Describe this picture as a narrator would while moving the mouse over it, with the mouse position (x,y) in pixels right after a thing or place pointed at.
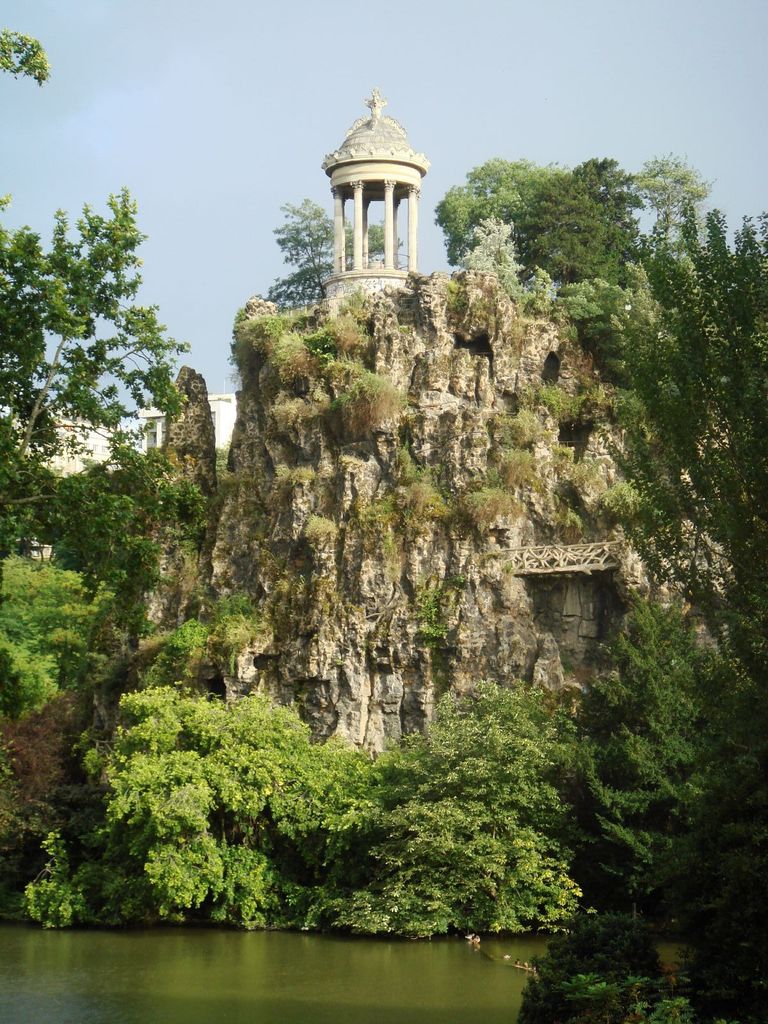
In this image we can see rocks (327,420), trees (85,428), buildings (84,443) and sky (351,207).
